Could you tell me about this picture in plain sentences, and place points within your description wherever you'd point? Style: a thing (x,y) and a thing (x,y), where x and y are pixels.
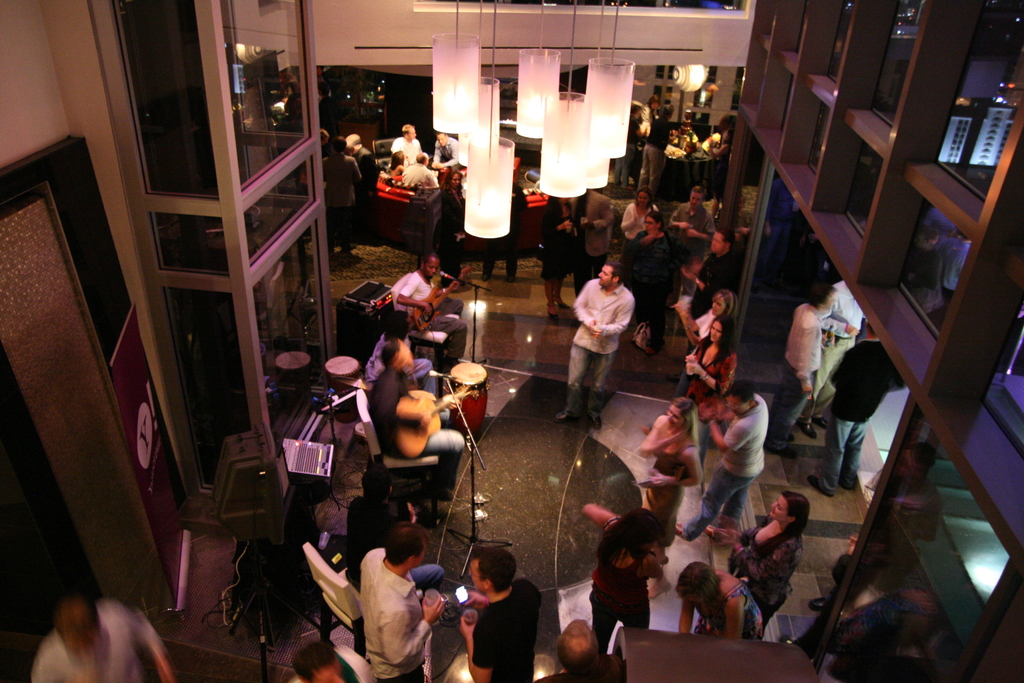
The picture is taken in a restaurant (752,633) or in a party. In the center of the picture (433,308) there is a musical band (412,372) and there are many people (622,582) standing. In the background (445,136) there are couches (398,198), lights (568,129) and people (440,157). On the right (830,620) there are windows (989,410), outside the windows (1017,352) there are buildings (964,148). On the left (191,267) there is a door (76,443) and a glass wall (217,187).
